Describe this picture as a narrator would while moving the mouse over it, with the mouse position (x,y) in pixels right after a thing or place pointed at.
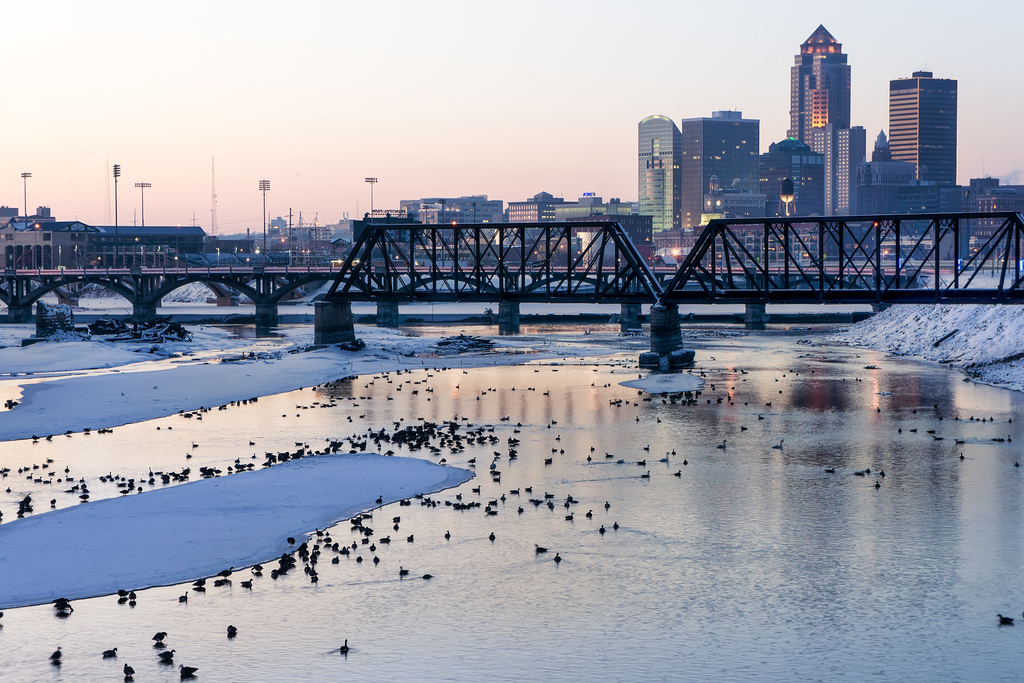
In this image we can see a bridge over the water (486,595), there we can see birds (643,475) and on the water (326,440), there we see few buildings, electric poles (264,185) with lights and the sky (611,11).
